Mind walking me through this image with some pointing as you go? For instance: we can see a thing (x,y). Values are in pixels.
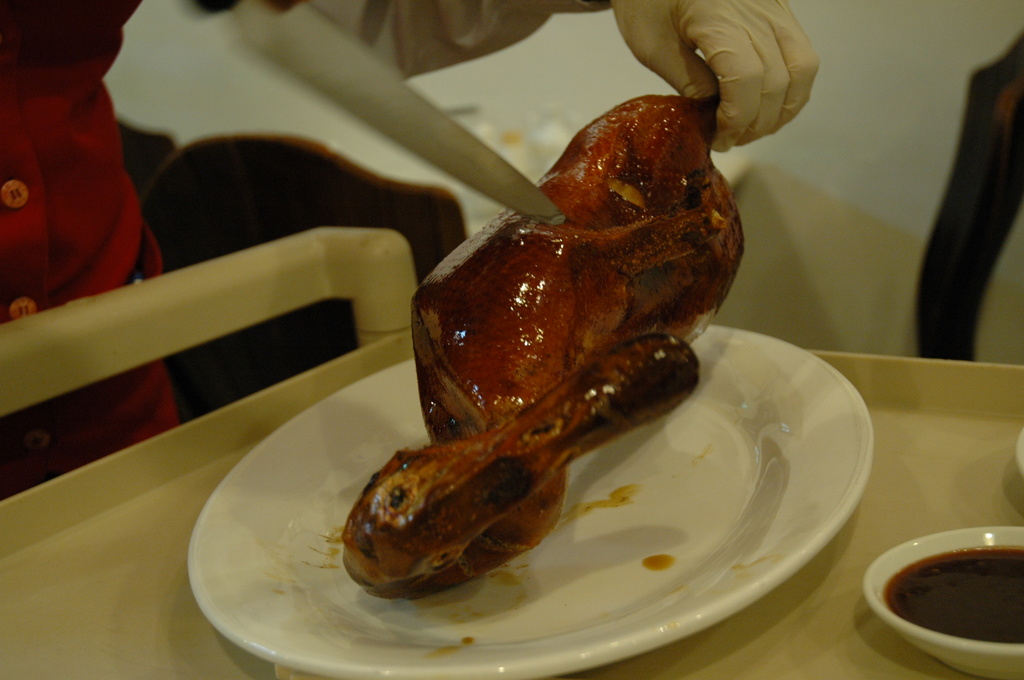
In this picture we can see a person (431,46) wearing a glove (738,44). This is a knife (390,119). Here we can see a meat (521,545) and a white plate (645,581). Here we can see liquid (965,594) in a bowl (880,599).
